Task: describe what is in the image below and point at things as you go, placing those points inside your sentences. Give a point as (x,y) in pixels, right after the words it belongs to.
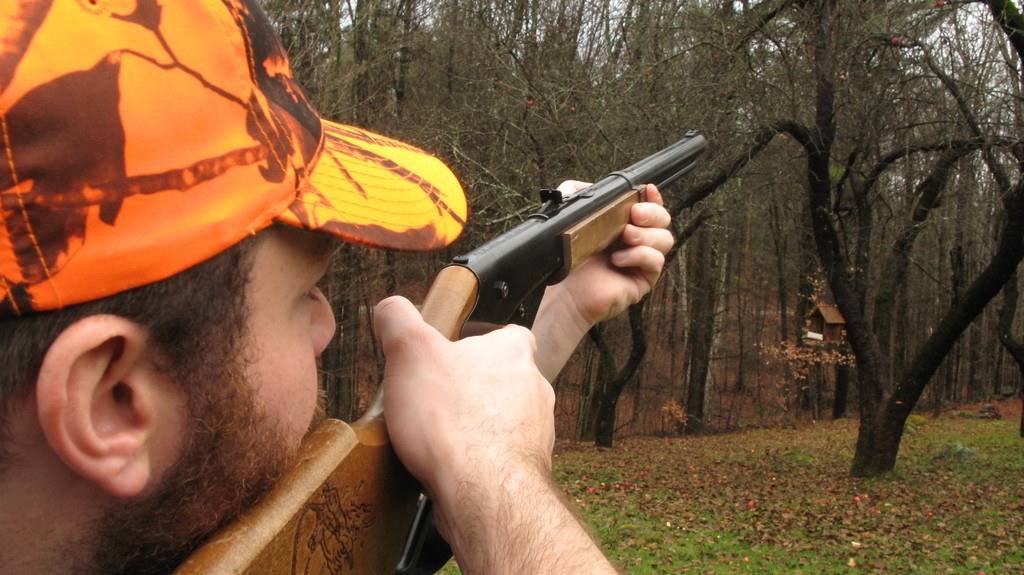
In this picture I can see there is a person (188,353) holding the gun (594,248) and he is wearing a cap (91,156). There are trees (746,254) in the backdrop (781,227) and there is a small house (843,323), there's grass (706,556) on the floor (665,563).
